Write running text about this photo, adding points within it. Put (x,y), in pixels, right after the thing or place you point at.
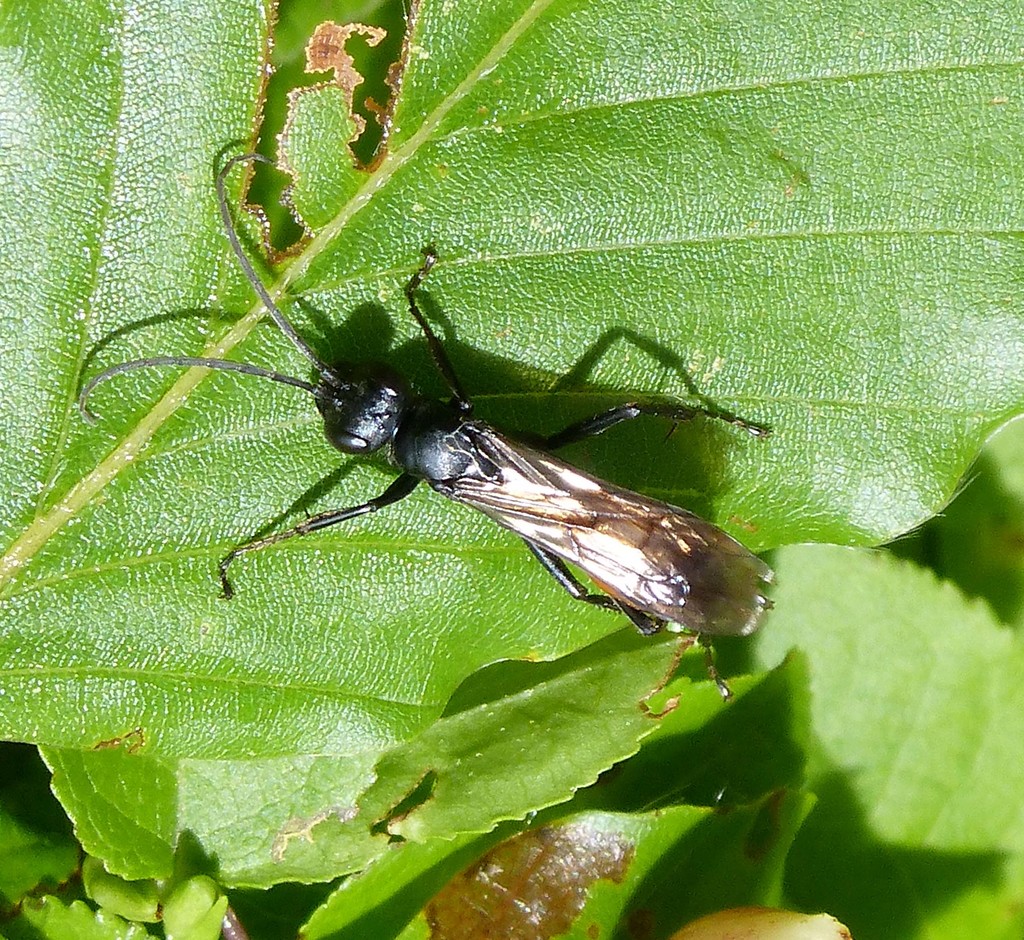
In this picture there is an insect (461,430) on the leaf (661,284). At the bottom (482,774) there is a plant (440,774).
